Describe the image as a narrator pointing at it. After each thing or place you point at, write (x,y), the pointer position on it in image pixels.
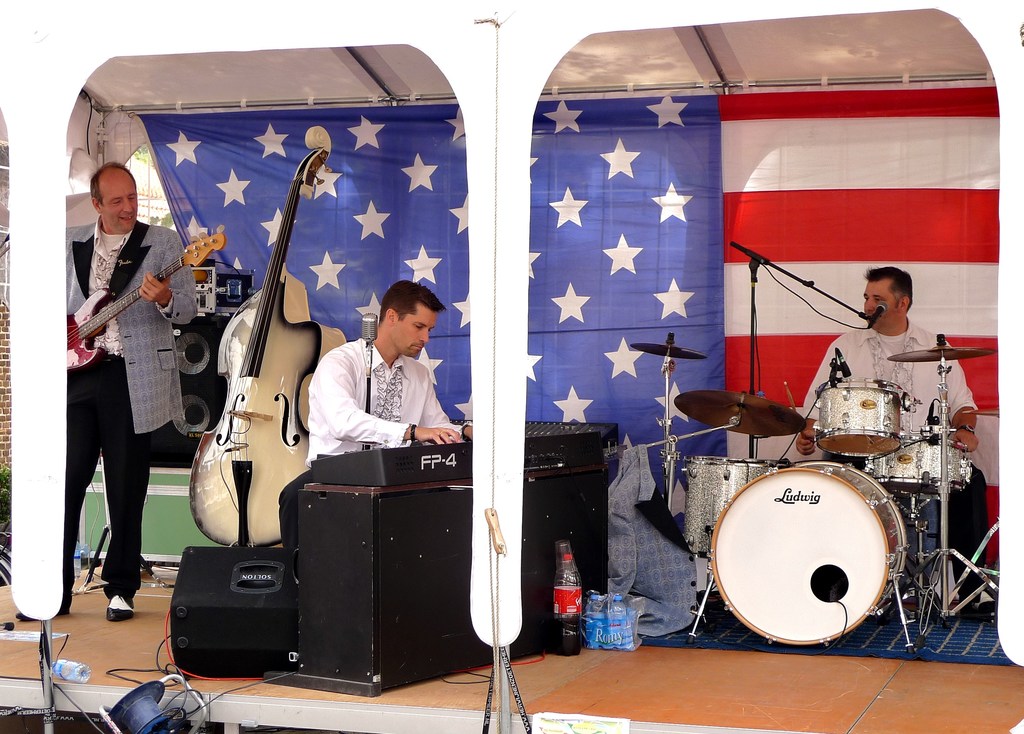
In this image there are three people (118,492), one person (131,397) is standing and playing guitar (106,323), another one person (378,371) is sitting and playing some musical instrument (446,460) and other person (928,402) is sitting and playing drums (872,418). At the back (707,183) there is a flag (718,199), at the bottom (574,608) there are bottles (588,609), glass (567,557), wires (167,672).
